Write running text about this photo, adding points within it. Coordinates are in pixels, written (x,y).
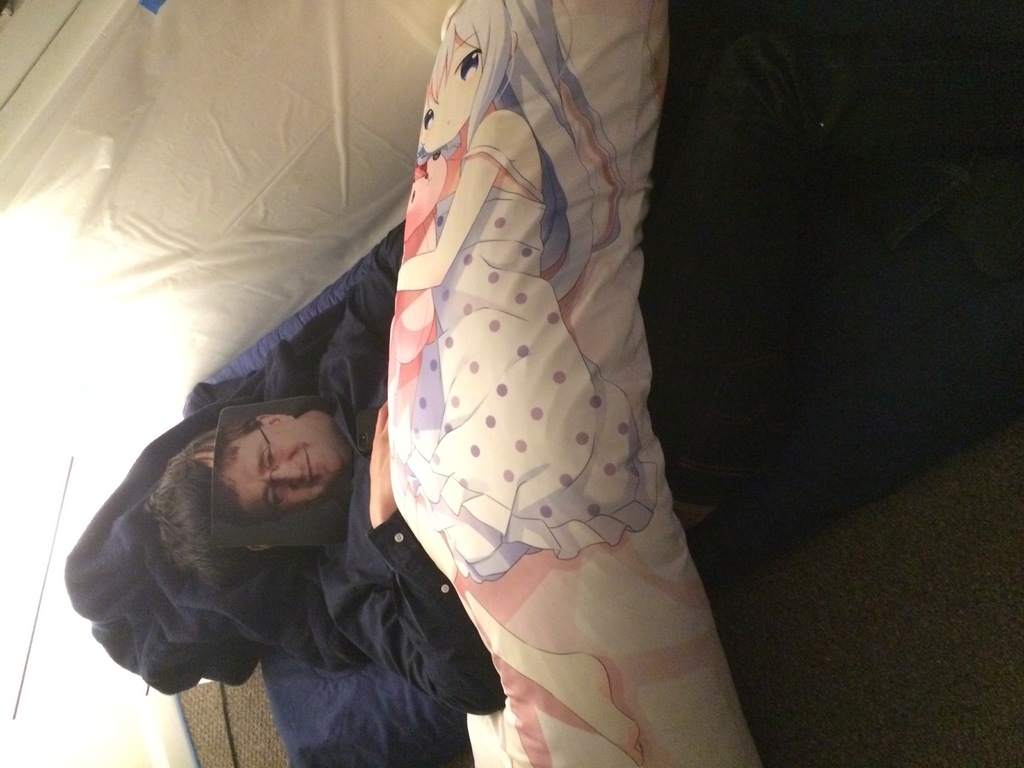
This is the picture of a room. In this image there is a person (166,528) lying on the bed (895,314) and there is a picture (491,239) of a cartoon (547,402) on the pillow (577,543). At the back (66,349) there is a white color cloth (185,285).
